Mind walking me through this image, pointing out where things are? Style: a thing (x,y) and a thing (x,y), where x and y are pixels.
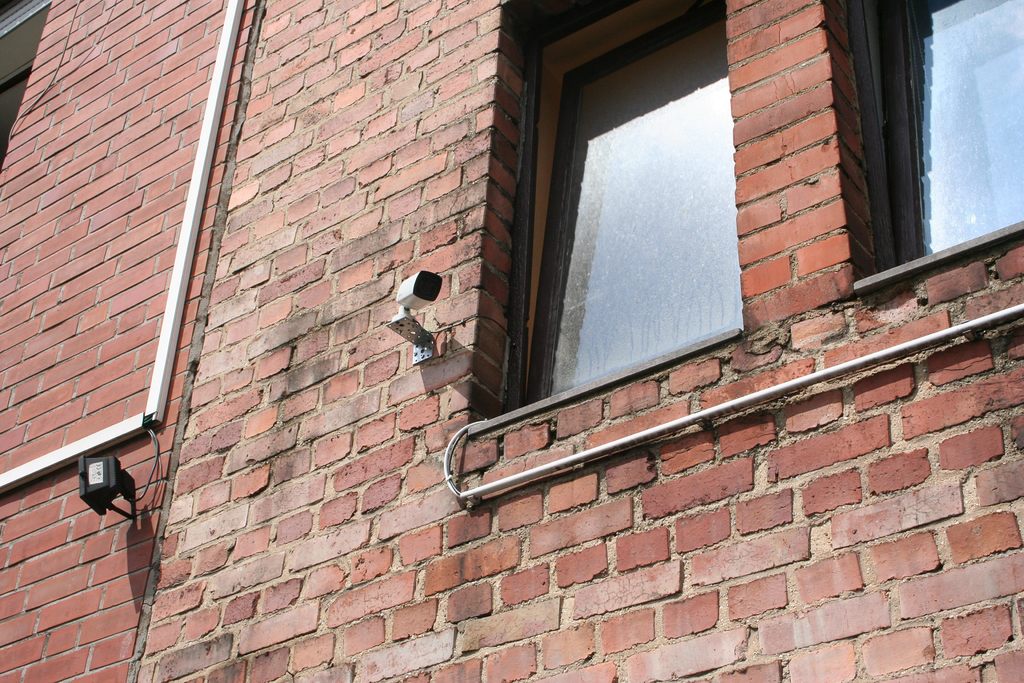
In this image there is a CCTV camera (426,301) in middle of this image (435,286) and there are two windows (615,177) on the right side of this image (697,103), and there is an another camera (108,476) on the left side of this image (128,496), and there is a wall (130,472) in the background (349,303).
